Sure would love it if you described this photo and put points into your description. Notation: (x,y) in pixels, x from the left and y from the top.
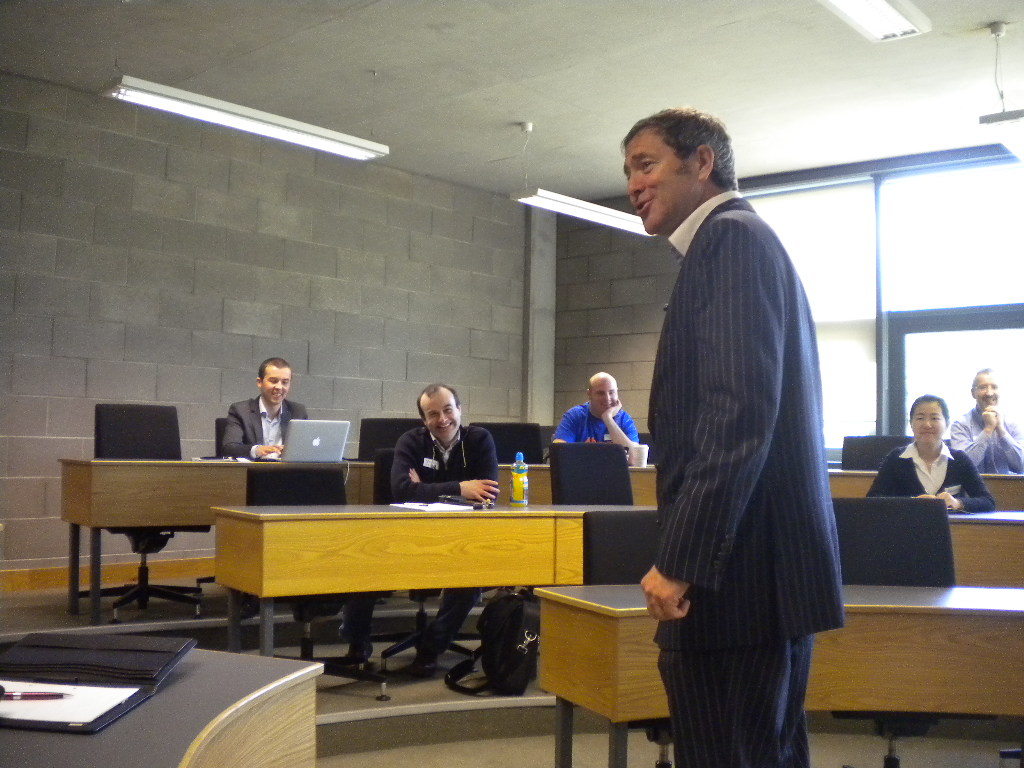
In this image I see number of people (993,381) who are sitting on chairs (622,471) and this man (672,437) is standing in over here. I can also see there are tables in front of them and there is a laptop (320,422), a bottle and few things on the table (464,531), I also see that few of them are smiling. I can also see a pen (1,690) and a paper (86,682) over here. In the background (181,233) I see the wall (187,351) and lights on the ceiling (495,33).
